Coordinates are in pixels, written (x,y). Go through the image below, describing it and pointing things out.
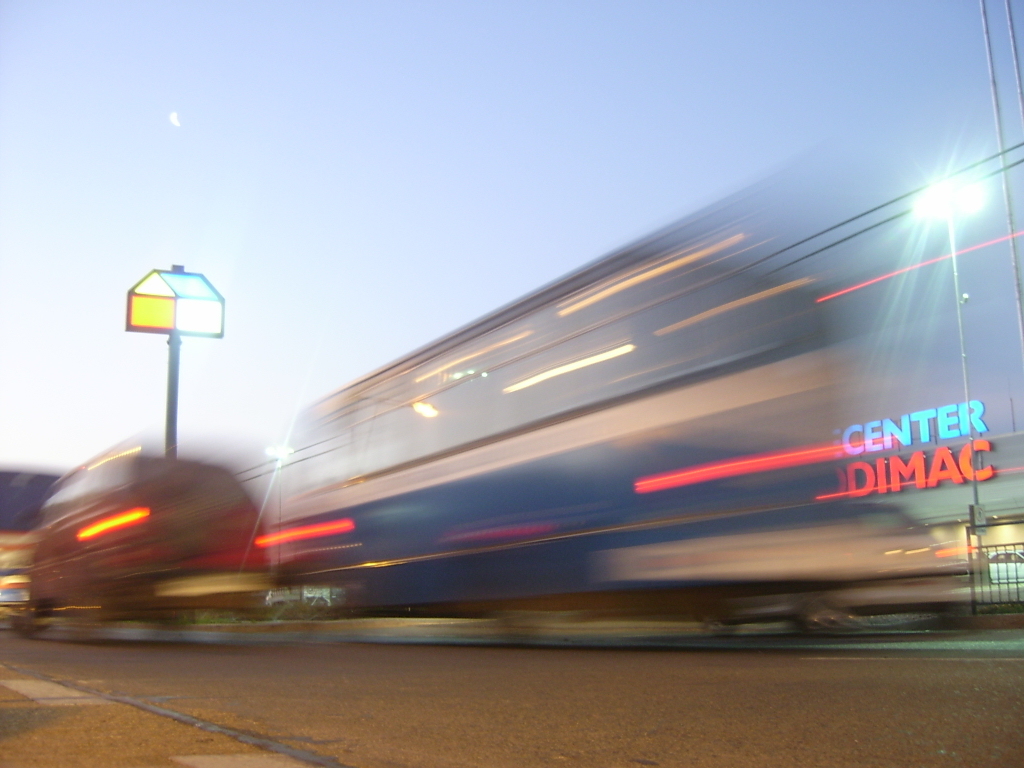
This is a blurred image, we can see the road (561,679) and we can see a vehicle (340,571), at the top (548,27) we can see the sky (317,35).
